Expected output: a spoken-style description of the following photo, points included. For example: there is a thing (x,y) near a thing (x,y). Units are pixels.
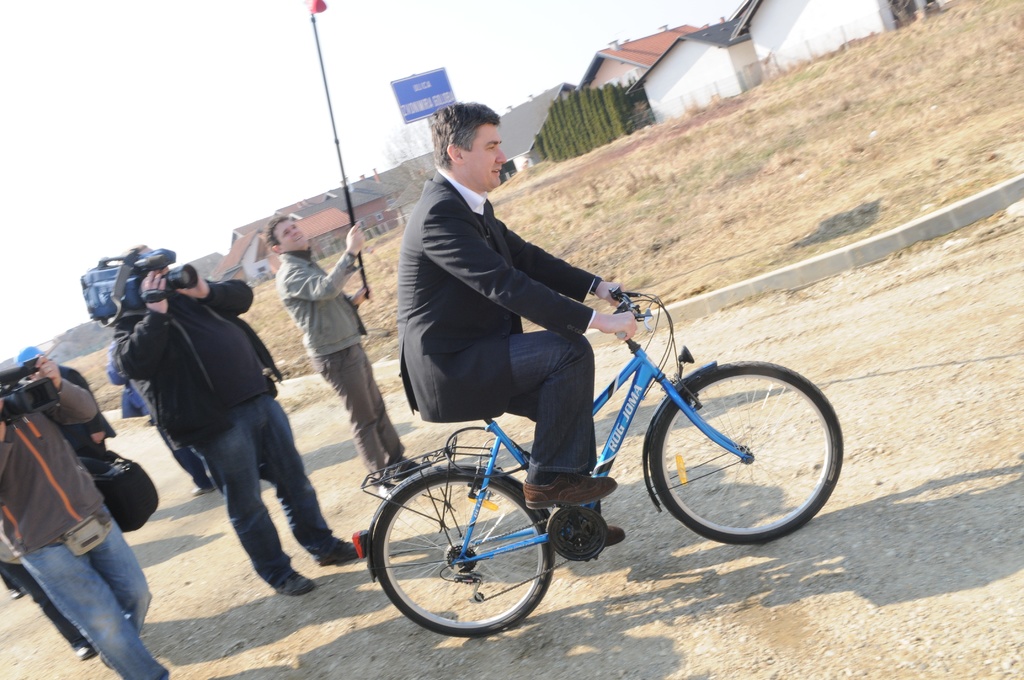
In this image I can see there are group of people (180,428) who are standing on the road (143,463). Among them two persons (170,374) are holding a video camera (122,287) and third person (313,313) is holding a stick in his hand (352,237). The person (479,386) on the right side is doing a cycling on the road (621,519). Behind these people (465,236) we have few houses (645,72), a board (426,108) and an open sky (150,136).
